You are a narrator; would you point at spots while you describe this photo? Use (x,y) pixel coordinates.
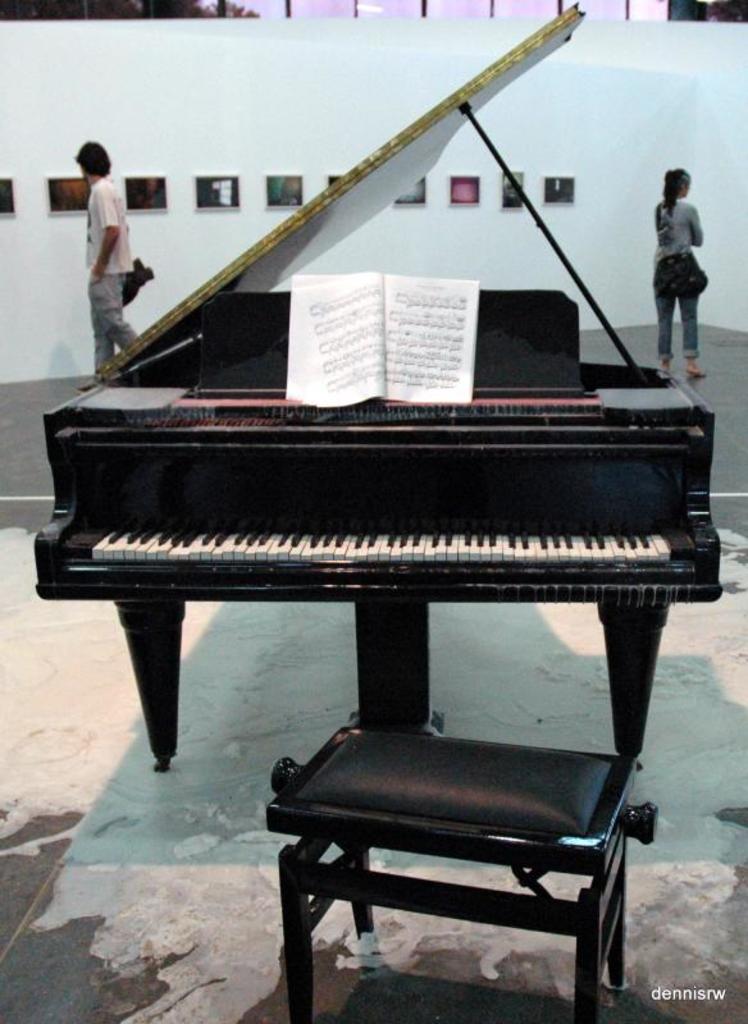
In this image I can see a piano (181,464), a book (377,342) and a stool (361,761). In the background (56,189) I can see two people (105,155) and few frames (574,179) on this wall (323,115).
